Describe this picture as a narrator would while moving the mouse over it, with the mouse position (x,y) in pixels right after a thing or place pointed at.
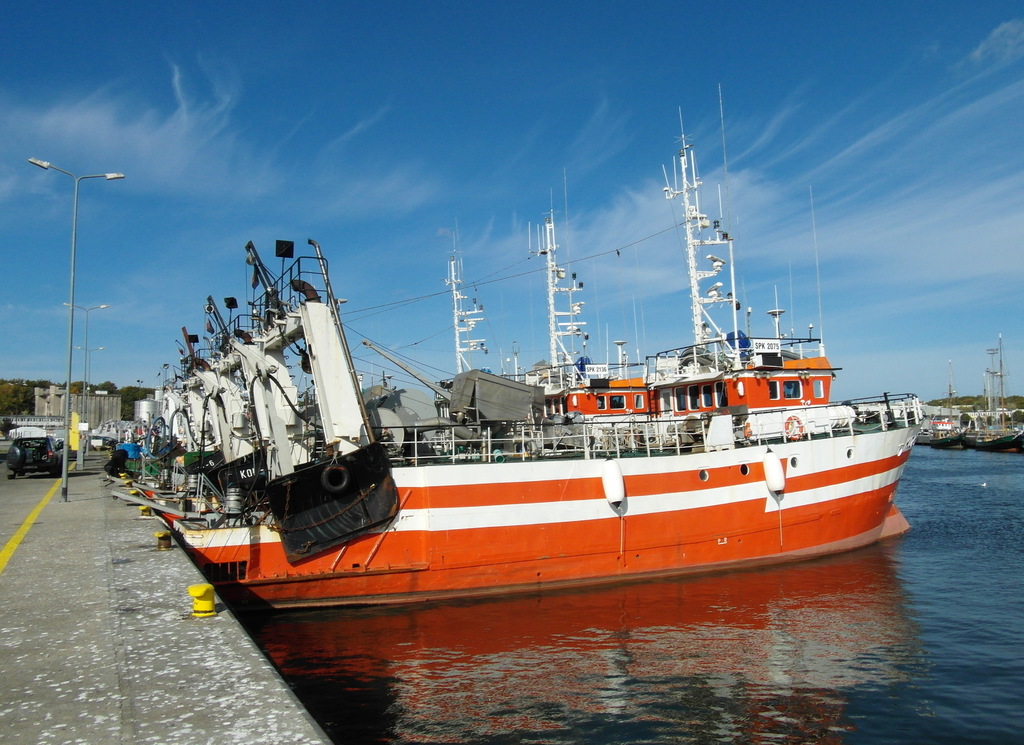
In this image, there are ships (520,465) and in the background (30,450), we can see some vehicles (43,452), lights (90,348) and at the bottom (780,678), there is water (813,656).
